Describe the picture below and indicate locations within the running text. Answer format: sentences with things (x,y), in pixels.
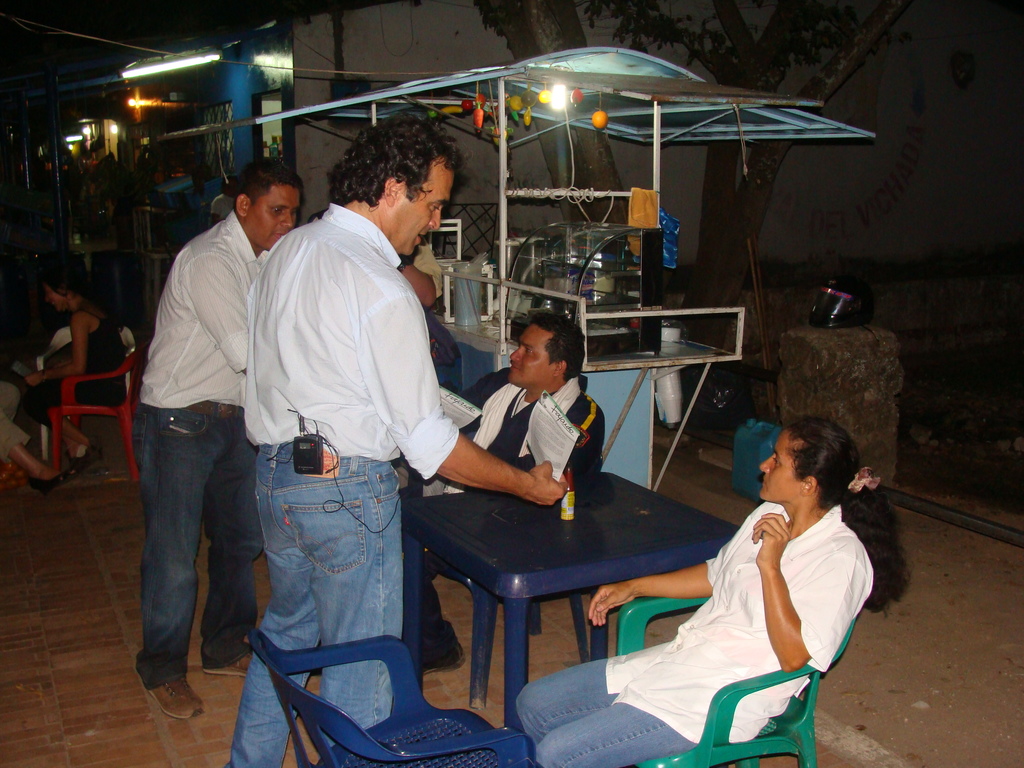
In this image I can see people (427,222) where few of them are standing and rest all are sitting on chairs (769,748). In the background (604,277) I can see a stall (651,89), a tree (716,63) and a building (309,86).
